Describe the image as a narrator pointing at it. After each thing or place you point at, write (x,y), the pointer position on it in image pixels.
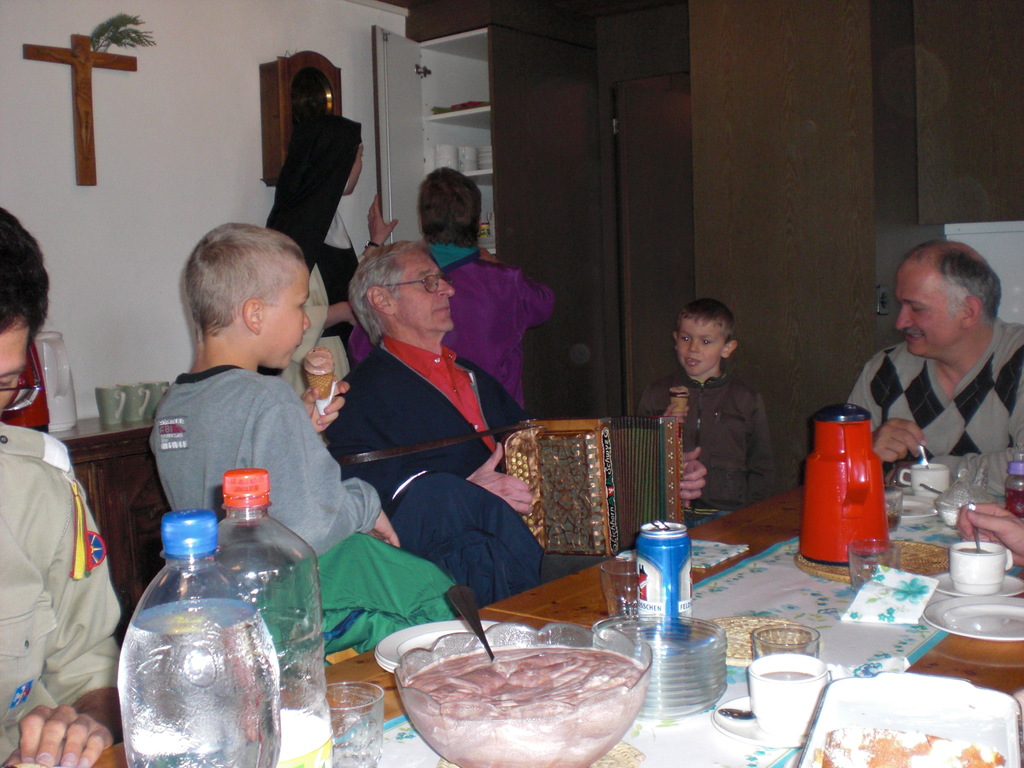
The picture is clicked inside a house (202,198) where people (199,299) are sitting on the dining table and food items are on top of it. In the background (552,160) we can also observe brown color containers (565,174).
